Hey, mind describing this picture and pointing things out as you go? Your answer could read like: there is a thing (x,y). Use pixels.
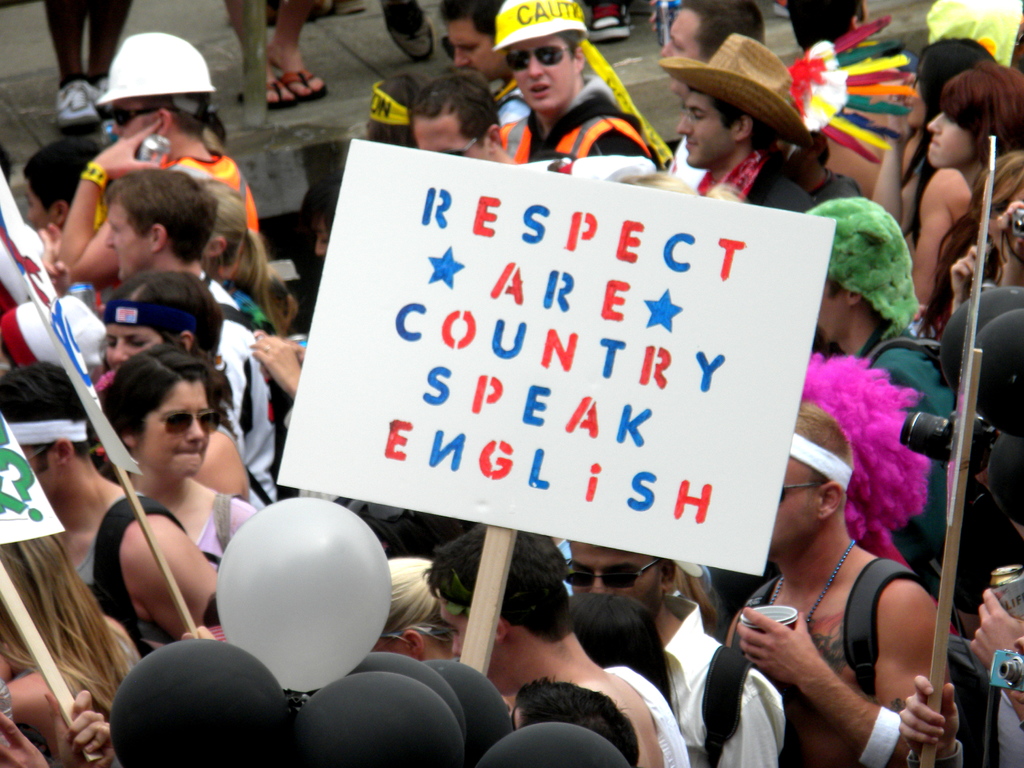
In this image I can see group of people (418,612). In front (541,438) the person (537,650) is holding a board (525,505) and the board (435,287) is in white color. Background (763,82) I can see few objects (799,93) in multi color.
